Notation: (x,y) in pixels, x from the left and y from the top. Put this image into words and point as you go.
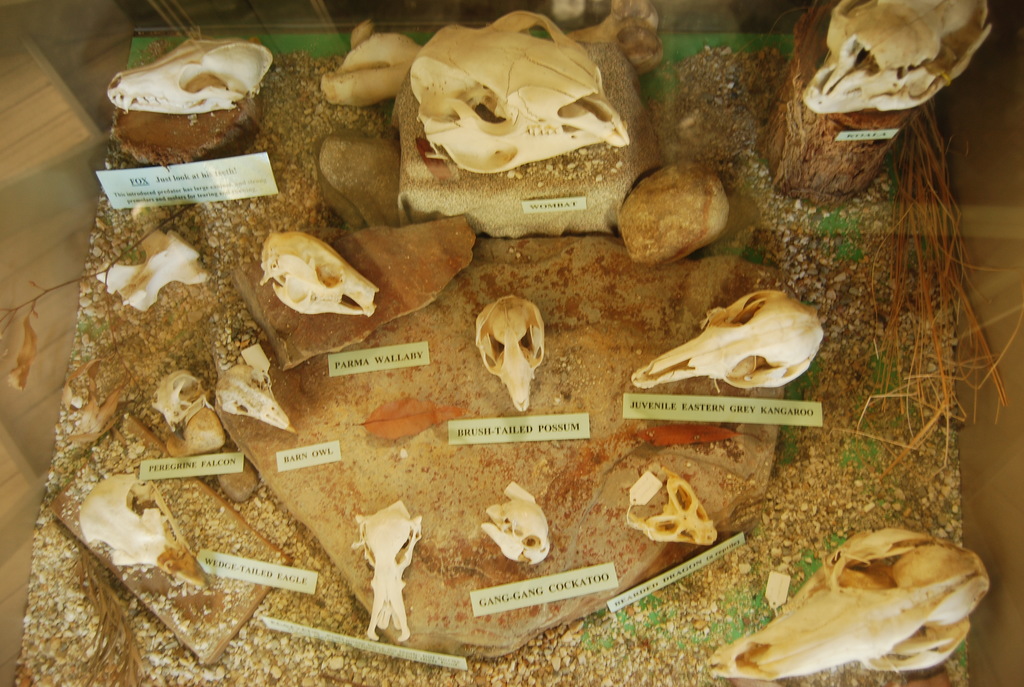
In this image we can see some skulls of animals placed on the table (317,374). We can also see some stones (360,388) and name boards (364,365) with some text (350,365) on it beside them.
